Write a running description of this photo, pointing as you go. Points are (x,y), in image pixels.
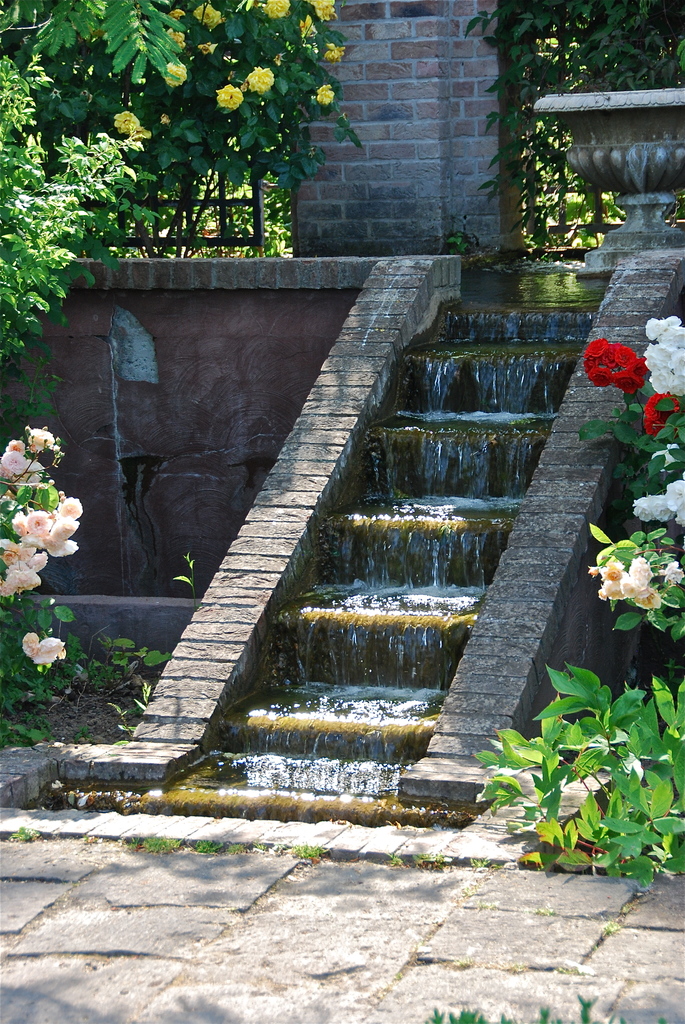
In this picture we can see trees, flowers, path (258,853), steps (376,520), water (451,437), wall (289,339), fence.
